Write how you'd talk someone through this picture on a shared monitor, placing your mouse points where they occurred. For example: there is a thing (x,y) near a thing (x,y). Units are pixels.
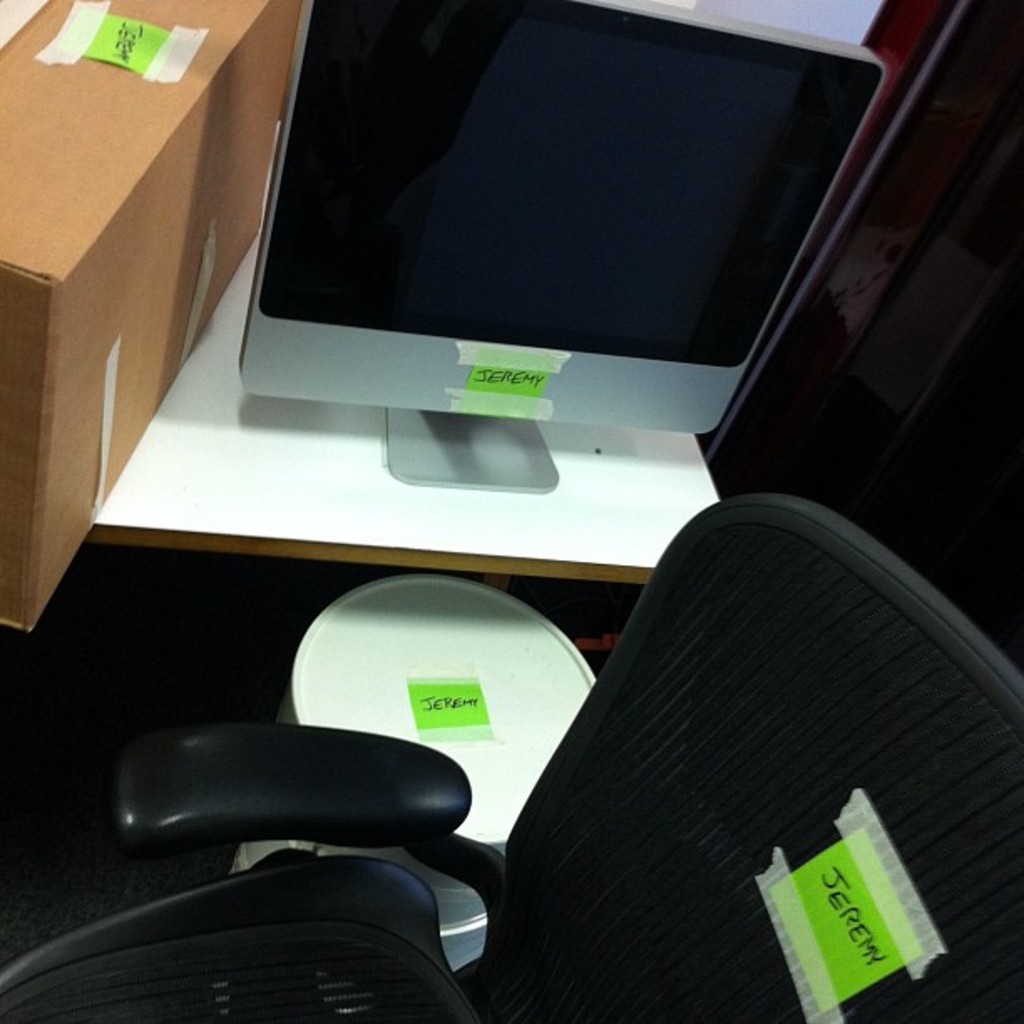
In this picture, there is a monitor (499,343) on the table (468,509). At the bottom (595,966), there is a chair (682,848). In between them, there is a stool (383,608). Towards the top left (55,209), there is a box (48,74). On all the objects (787,841), there is a green paper (849,990) with some text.
